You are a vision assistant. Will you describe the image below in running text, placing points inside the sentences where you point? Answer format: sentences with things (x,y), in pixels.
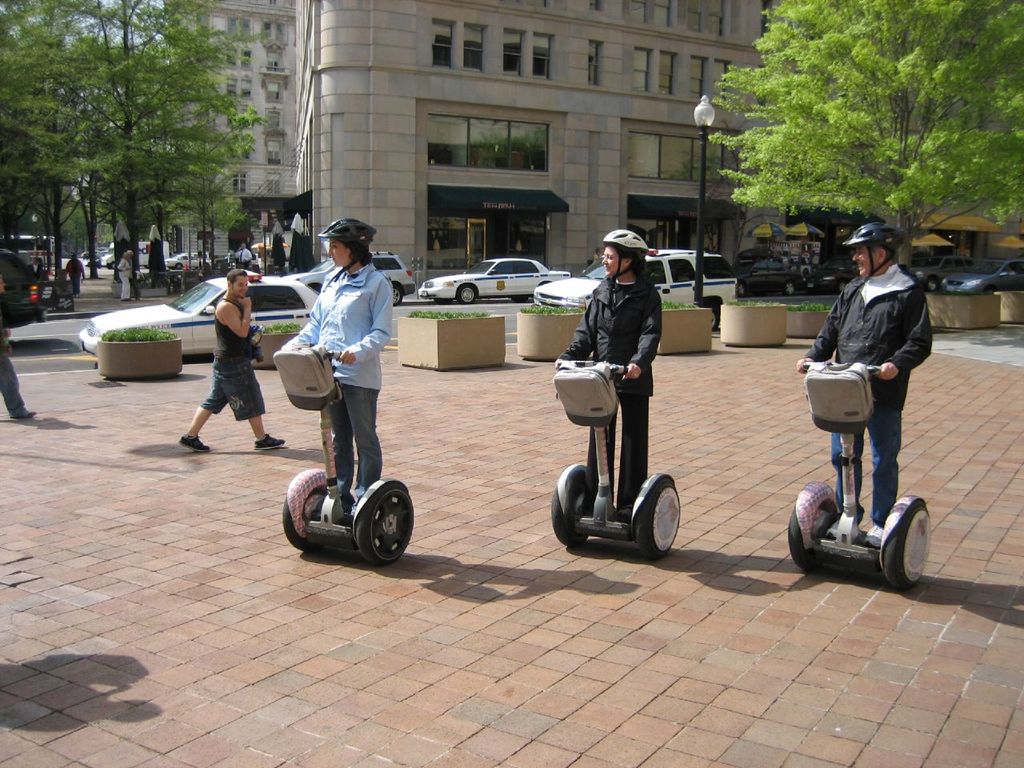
This image is taken outdoors. At the bottom of the image (225,682) there is a floor (301,628). In the background (517,147) there is a building (416,165). A few vehicles (548,280) are parked on the ground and road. There are a few poles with light (700,120). There are a few trees (227,157). There are a few umbrellas (928,239). A few people (123,285) are walking on the ground (745,476). In the middle of the image (456,337) there are a few plants (138,334) in the pots (137,360). A man (247,411) is walking on the floor (270,505) and three people (365,362) are standing on the segways (649,481).
